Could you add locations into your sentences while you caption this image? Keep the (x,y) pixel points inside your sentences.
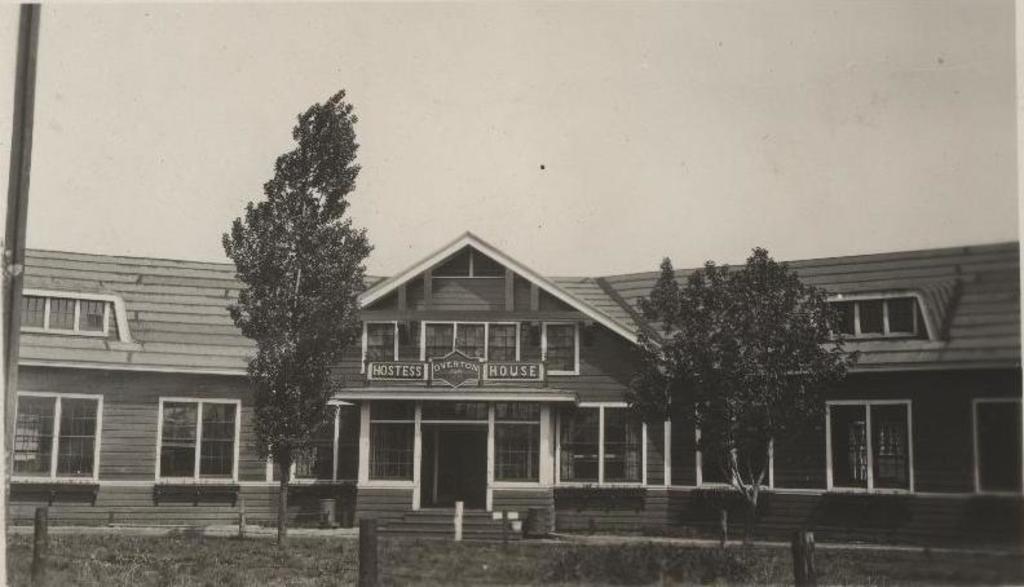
This is a black and white image. In this image, on the right side (686,386), we can see some trees (792,306). On the left side (321,122), we can see some trees (305,380) and a pillar (20,228). In the background (86,371), we can see a building (720,472), glass window (512,417), board (503,368), on that board (530,377), we can see some text (515,371) written on it. At the top (571,99), we can see a sky (629,100), at the bottom (451,533), we can see a staircase (476,514), pole (461,521) and a grass (65,542).
